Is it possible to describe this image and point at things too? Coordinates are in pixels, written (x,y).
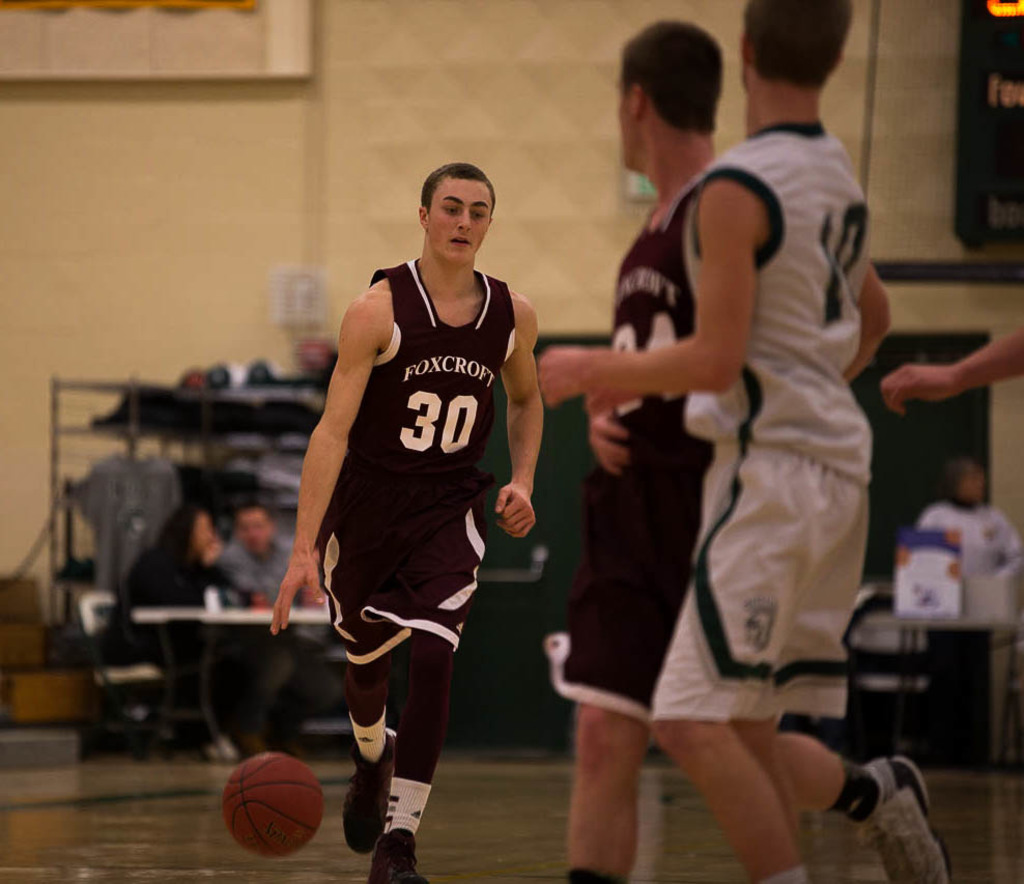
In this image we can see people (352,616) playing a game. At the bottom (263,766) there is a ball (256,782). In the background (225,638) we can see people (253,564) sitting and there is a stand (194,480). We can see things (103,477) placed in the stand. There is a wall (371,79).
